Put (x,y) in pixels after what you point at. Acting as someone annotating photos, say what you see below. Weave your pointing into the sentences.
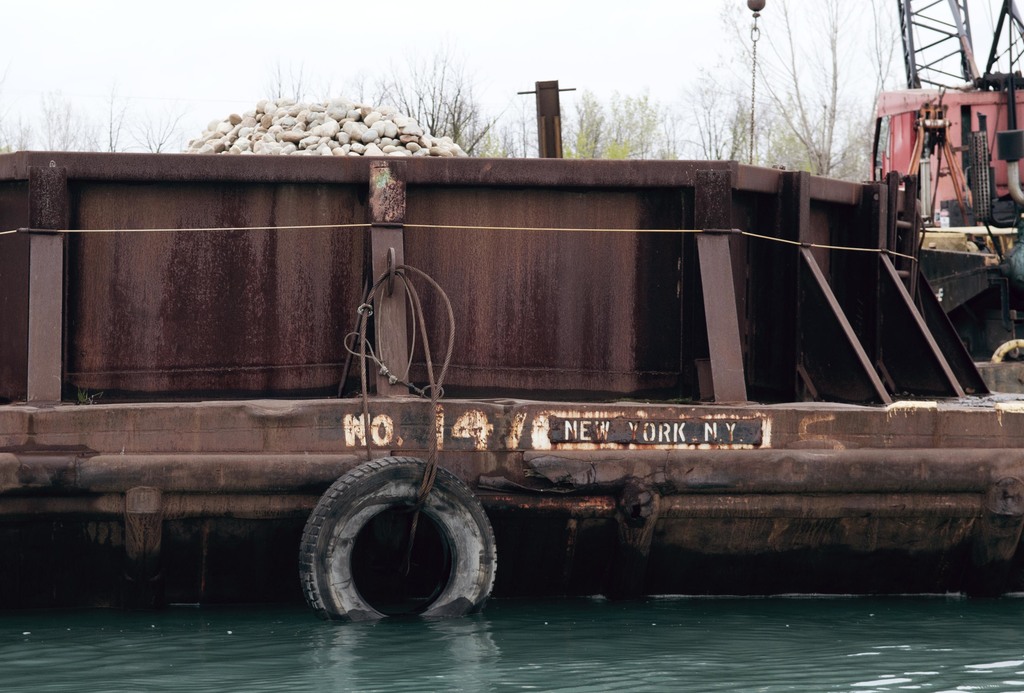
In this image there is a old rusty boat (504,422) on the river (675,638), behind that there are rocks (369,128), trees (619,133) and the sky (363,30).
